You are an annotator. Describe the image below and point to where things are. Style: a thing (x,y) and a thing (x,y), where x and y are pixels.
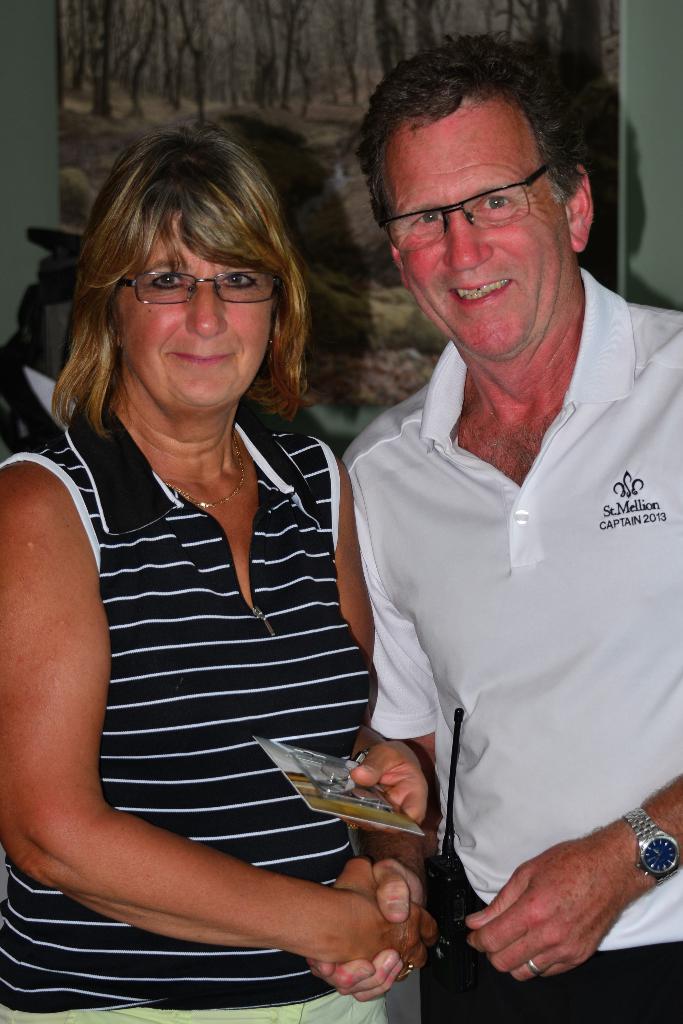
In the picture we can see a man (558,708) and a woman (41,655) standing together and smiling, the woman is wearing a black top (11,986) with white color lines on it and man (579,296) is wearing a white T-shirt (642,761) and woman (104,1020) is holding something in the hand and behind them we can see a wall (32,147) with a poster (282,60) of a scenery.
